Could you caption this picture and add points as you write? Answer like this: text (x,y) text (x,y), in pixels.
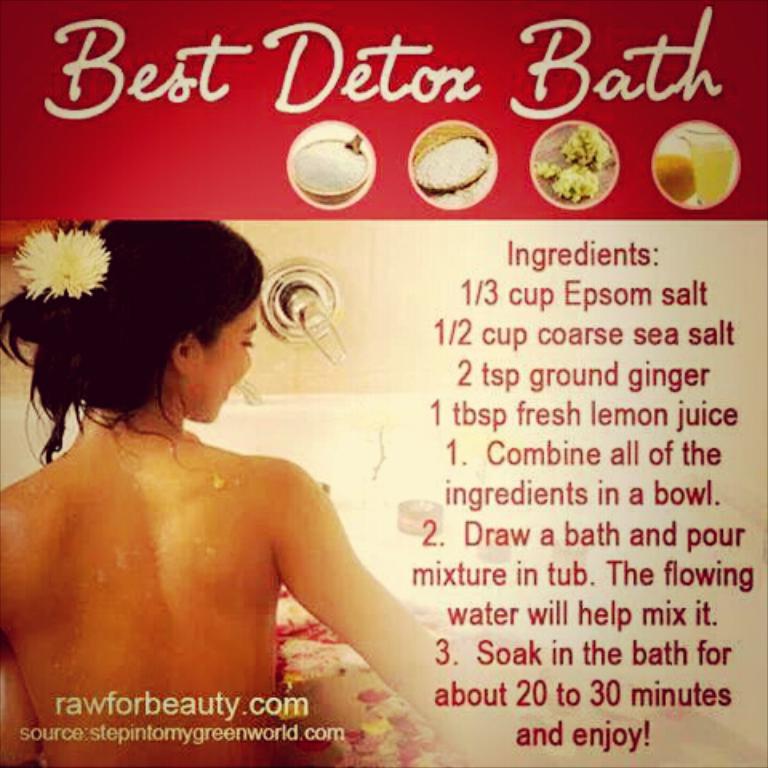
In this image we can see a poster (386,520) with some text (579,621) and depiction of a person (167,438).
